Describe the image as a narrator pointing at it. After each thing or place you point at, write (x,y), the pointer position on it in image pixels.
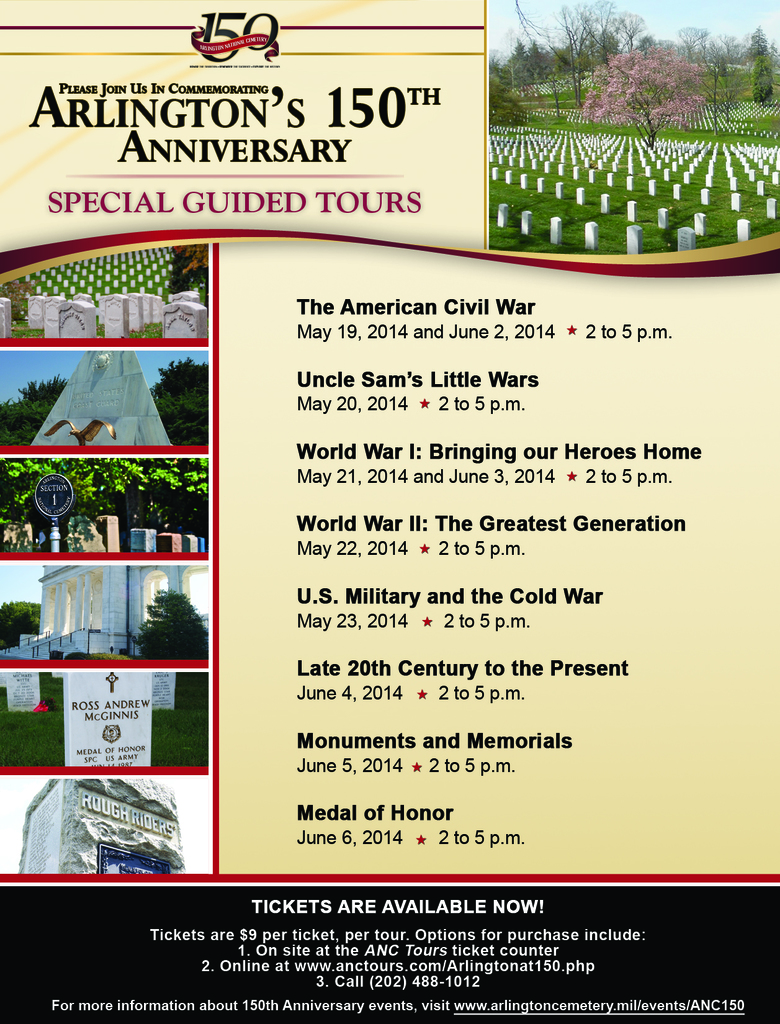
In this picture there is a poster (459,538). In the top right (628,91) corner of the poster (636,100) I can see the graves (680,188), trees (632,77), grass (735,136), sky (767,25) and clouds (542,3). On the left (40,600) I can see the collage frames (40,558). In that I can see the graves (110,323), trees (31,383), monument (137,416), banner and other objects (95,631).
